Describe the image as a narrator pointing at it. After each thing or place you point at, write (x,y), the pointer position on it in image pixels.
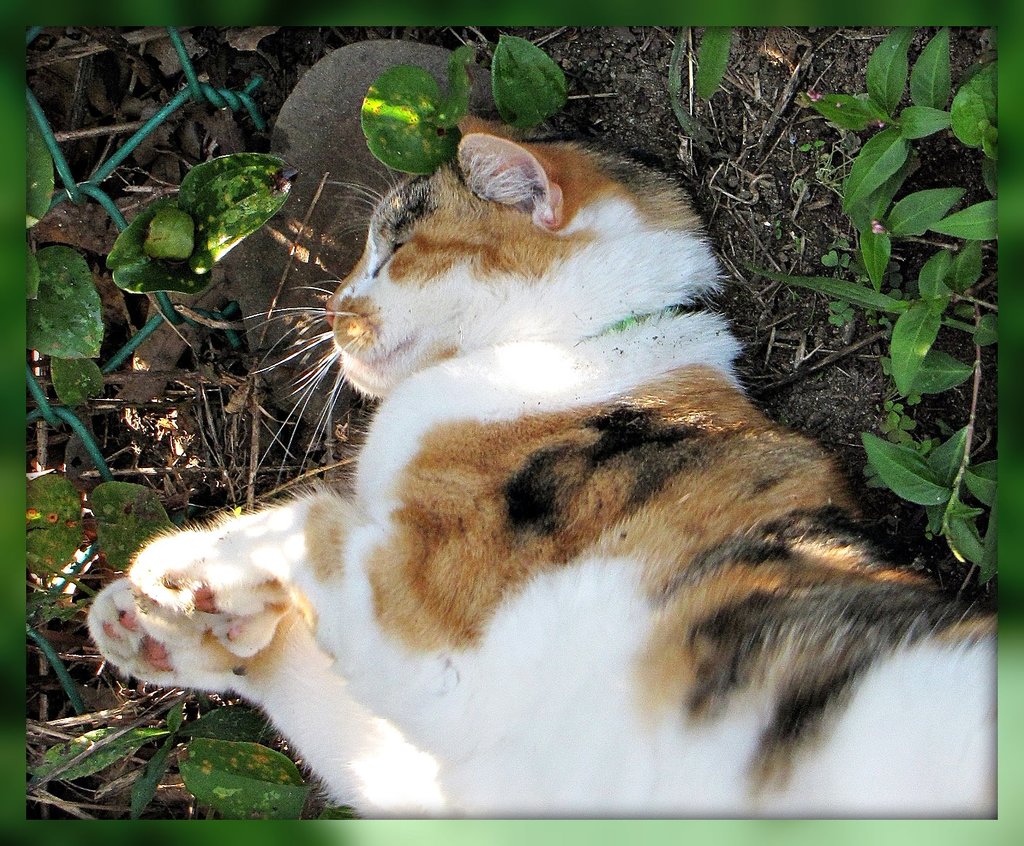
There is one cat (539,485) lying on the ground (113,238) as we can see in the middle of this image (461,434). There are some small plants (890,129) in the background (175,711).
